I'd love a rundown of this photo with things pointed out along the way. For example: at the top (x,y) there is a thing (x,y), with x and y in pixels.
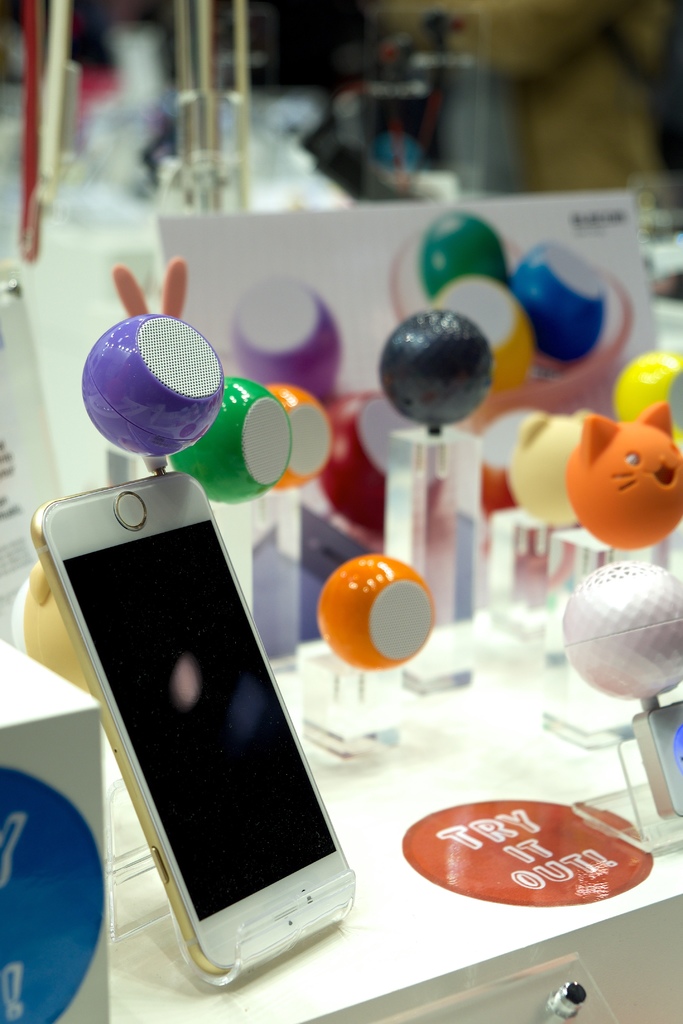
In this picture I can see few speakers (605,483) and a speaker (211,403) connected to a mobile (155,665) on the table (409,762).
